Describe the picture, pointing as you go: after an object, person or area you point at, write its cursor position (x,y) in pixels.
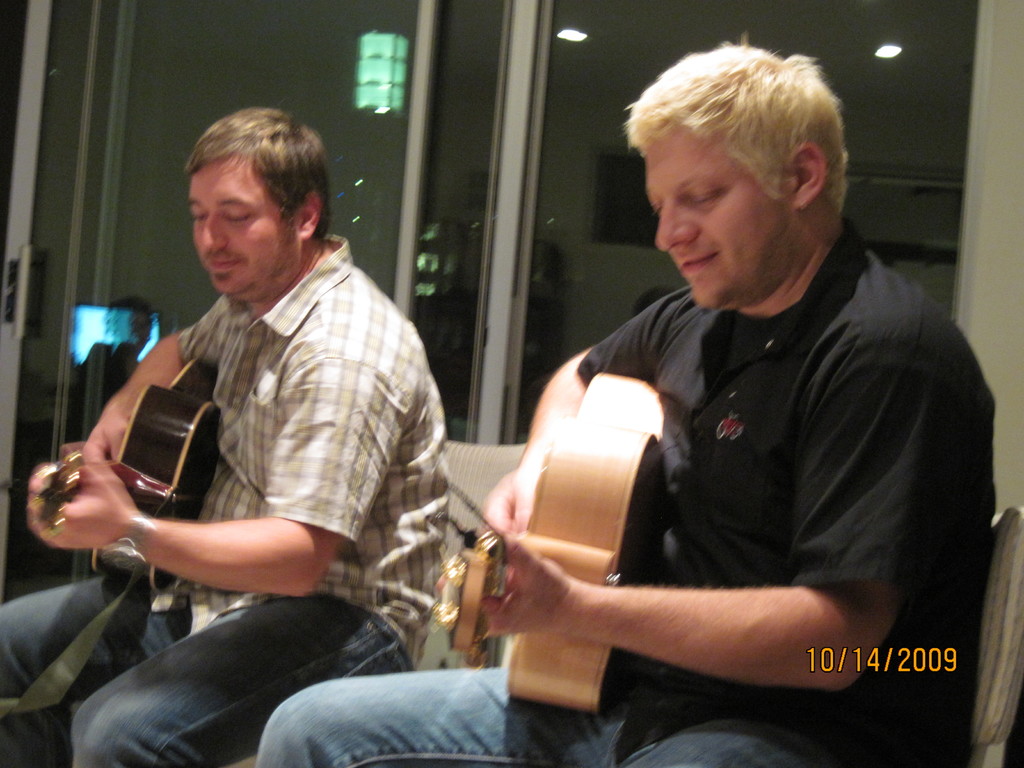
In this image we can see two persons (414,477) sitting on chairs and playing musical instrument (481,557). Behind the persons (765,253) we can see a glass (444,200) on which we can see the reflection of lights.
